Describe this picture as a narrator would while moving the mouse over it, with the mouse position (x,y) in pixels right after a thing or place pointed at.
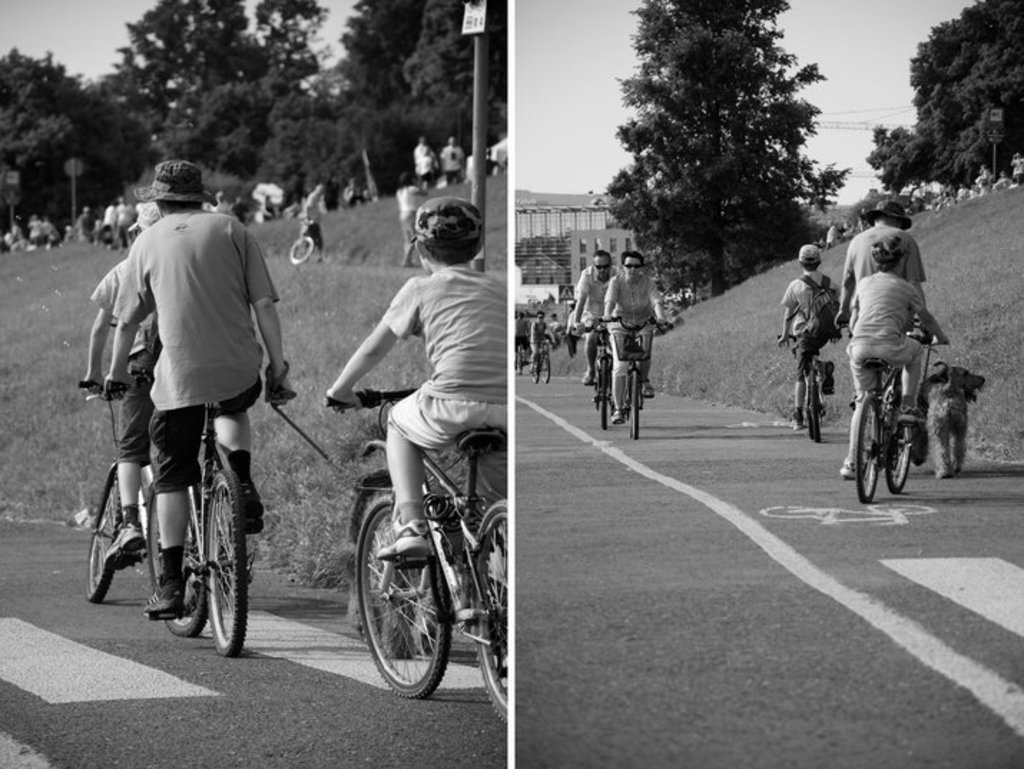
To the left side (190,315) picture there are boys (354,376) riding a bicycle (154,570) on the road (203,732). And in the right side (890,203) picture there are few people (570,320) riding bicycle (601,353) on the road (1017,480). And a dog (950,424) is on the road (931,488). In both the pictures there are trees (199,104) in the background (364,113). And few people (962,186) are there on the hill (974,214).
